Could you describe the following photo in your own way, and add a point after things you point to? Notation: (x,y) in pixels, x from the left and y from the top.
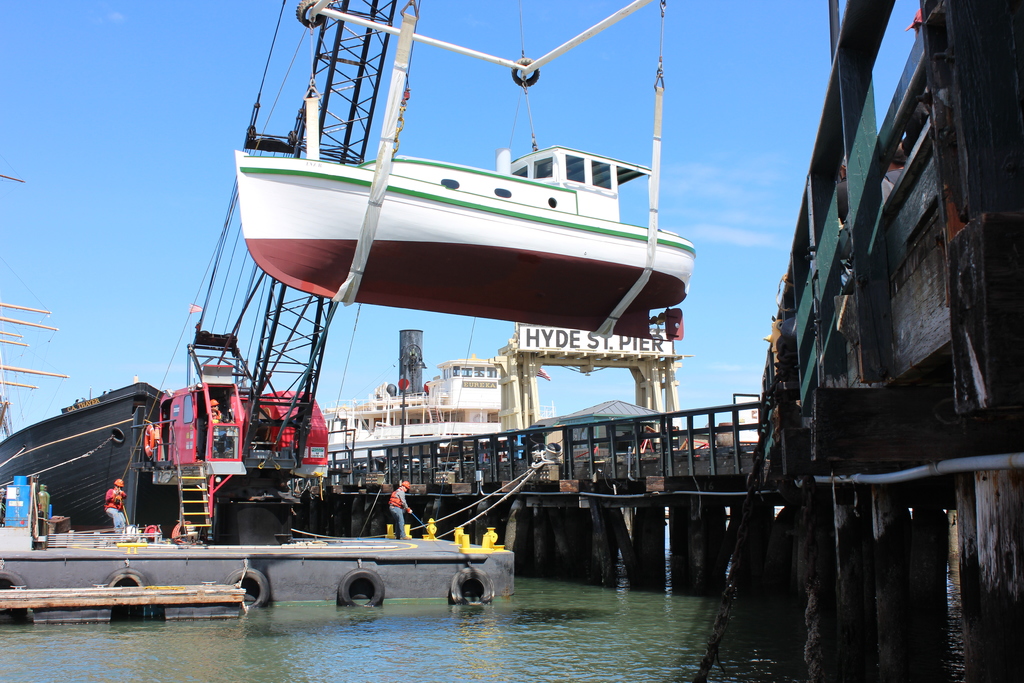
In this image I can see the ship (75,478) on the water (367,648) and I can see group of people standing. In the background (520,439) I can see the bridge (531,430) and I can see the crane (257,149) is holding the ship (380,239) and the sky (181,106) is in blue color.
